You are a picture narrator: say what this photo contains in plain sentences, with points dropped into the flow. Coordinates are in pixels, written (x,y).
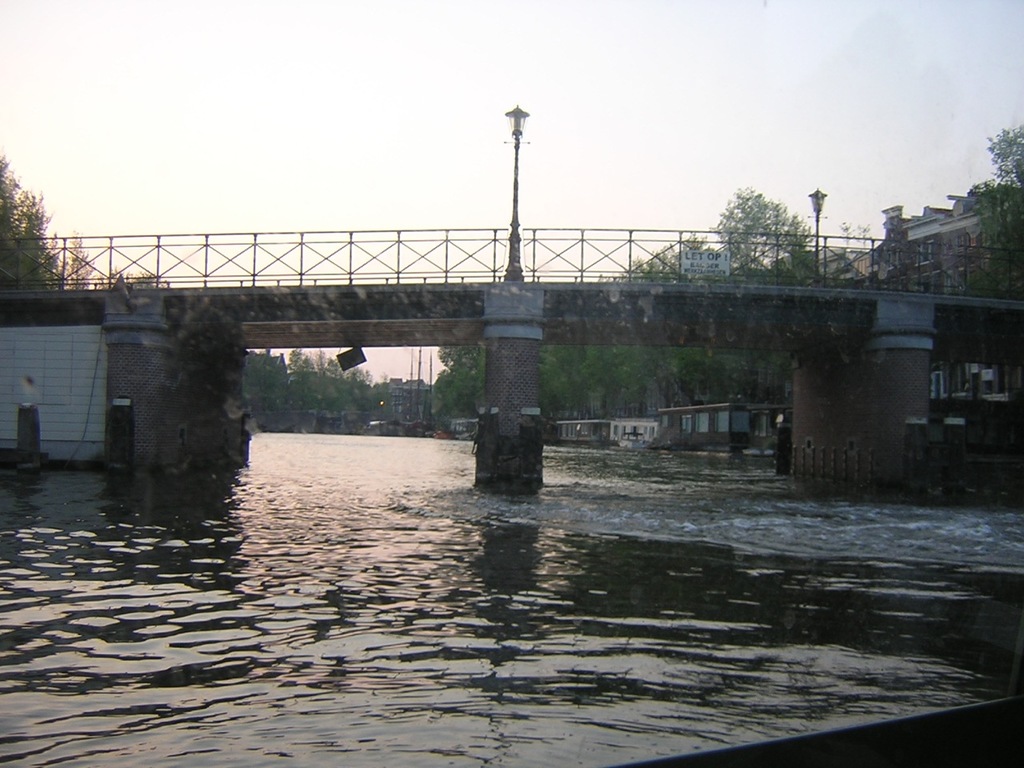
In this image there is a river (69,541) with bridge (946,345) on top (549,237) beside the bridge (3,270) there are buildings (911,265) and trees (999,252).
